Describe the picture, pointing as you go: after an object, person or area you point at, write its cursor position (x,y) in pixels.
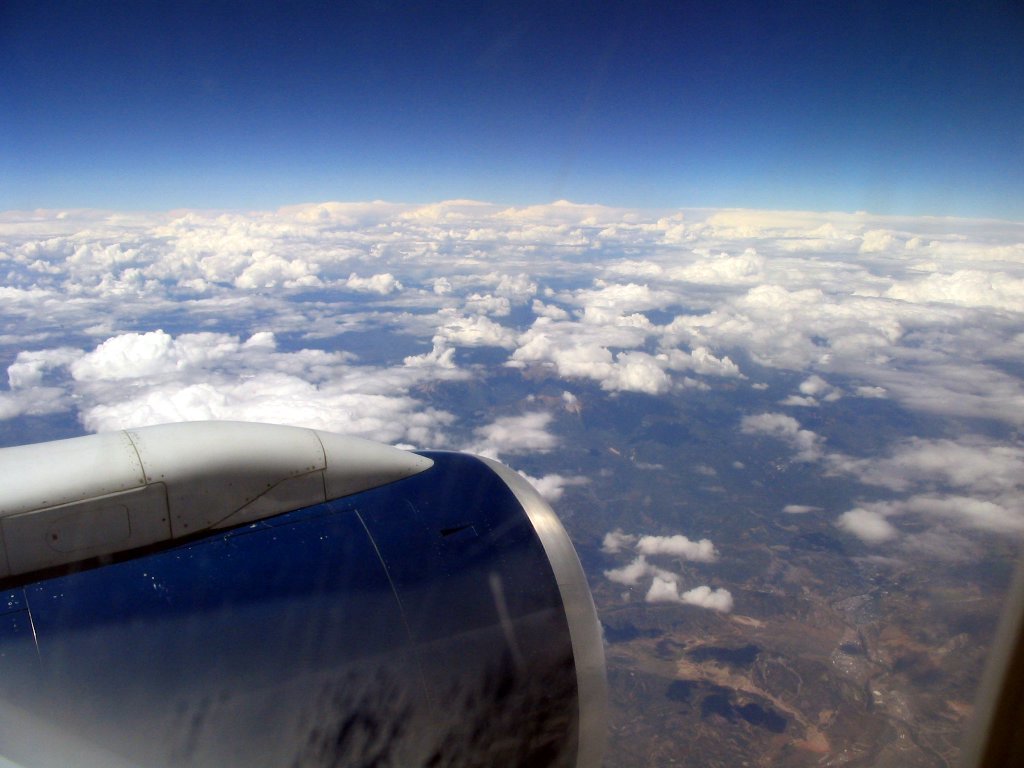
In this picture we can see an airplane (547,535) and clouds (809,319).
